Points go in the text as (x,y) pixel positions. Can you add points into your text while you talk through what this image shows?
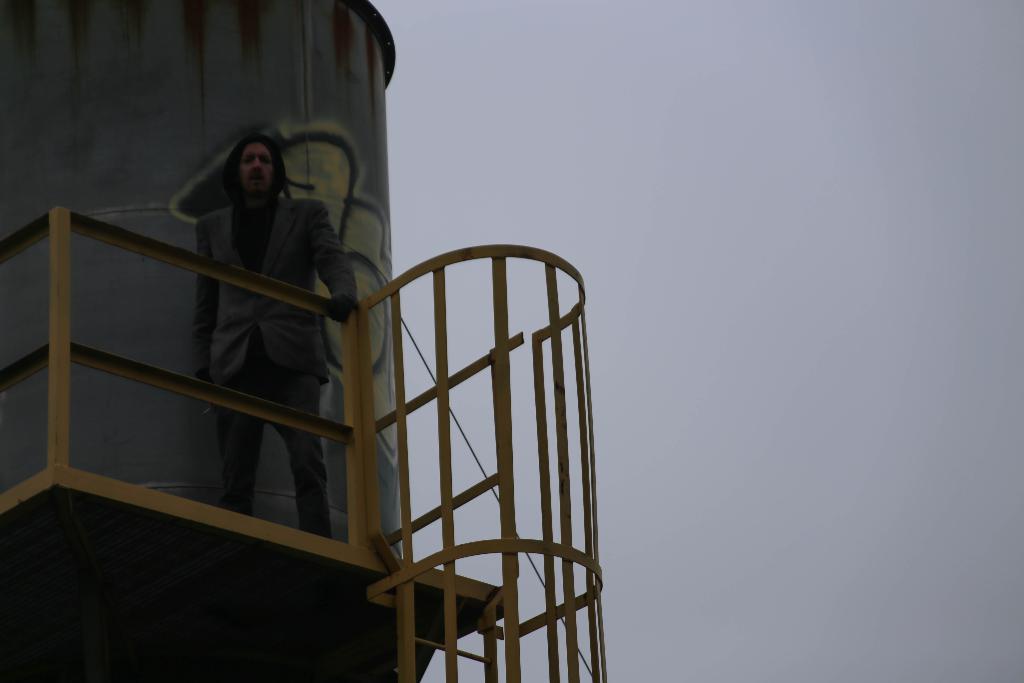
On the right side (886,217) there is sky (849,307). On the left side (131,164) there is a cylinder shaped object (242,85) and a person (250,210) is standing. Near to him there are railings (457,557).
